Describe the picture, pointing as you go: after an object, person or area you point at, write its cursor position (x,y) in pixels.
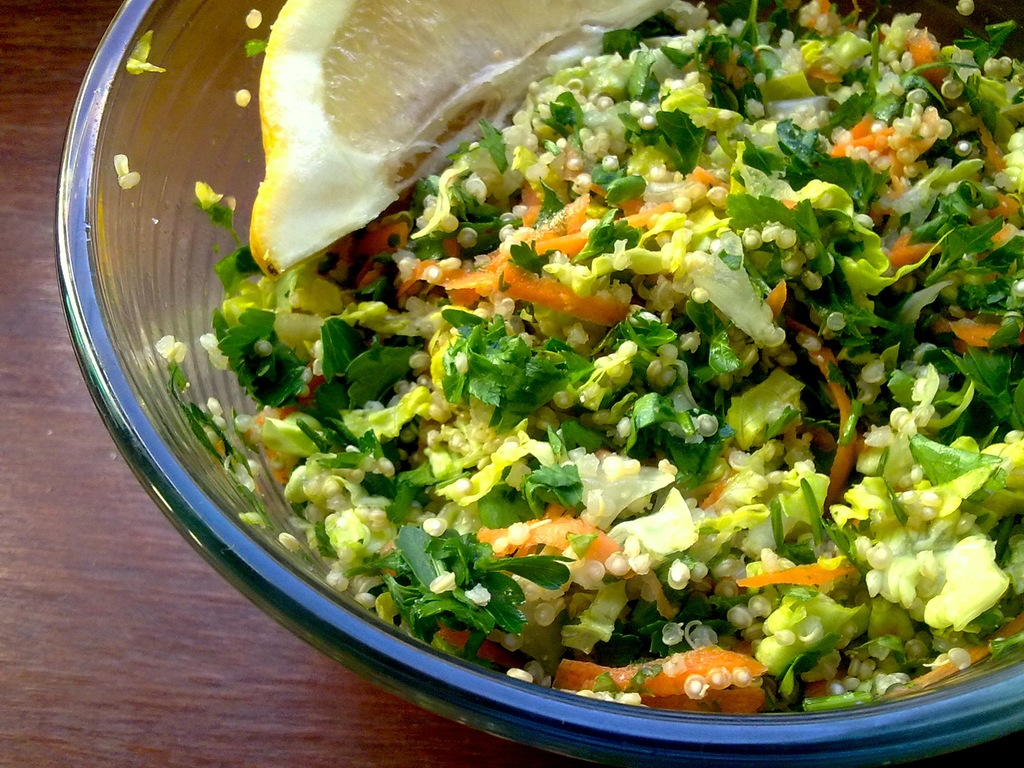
In this image I can see a food item (548,256) in glass bowl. Food (337,182) is in white, yellow, green and orange color. The bowl (164,167) is on the brown color table (196,658).
